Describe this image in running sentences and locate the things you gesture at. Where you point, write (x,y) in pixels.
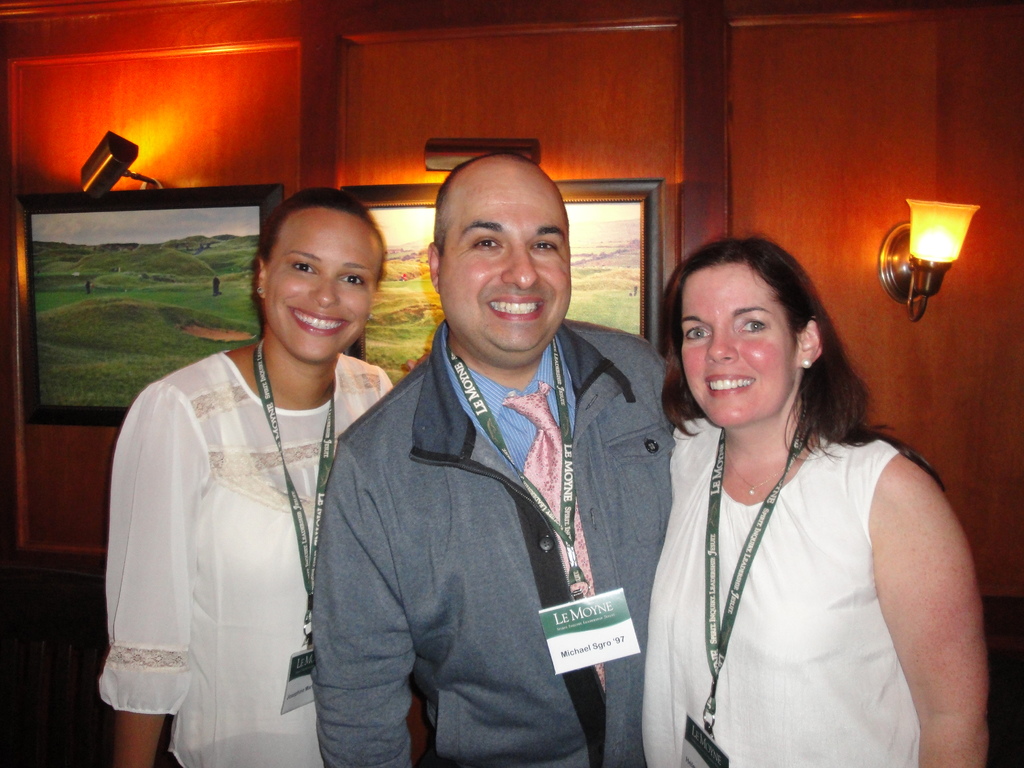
In this image, we can see three people (776,478) wearing clothes (579,485). There are photo frames (606,265) on the wall (509,87). There is a light (925,285) on the right side of the image (940,235).
